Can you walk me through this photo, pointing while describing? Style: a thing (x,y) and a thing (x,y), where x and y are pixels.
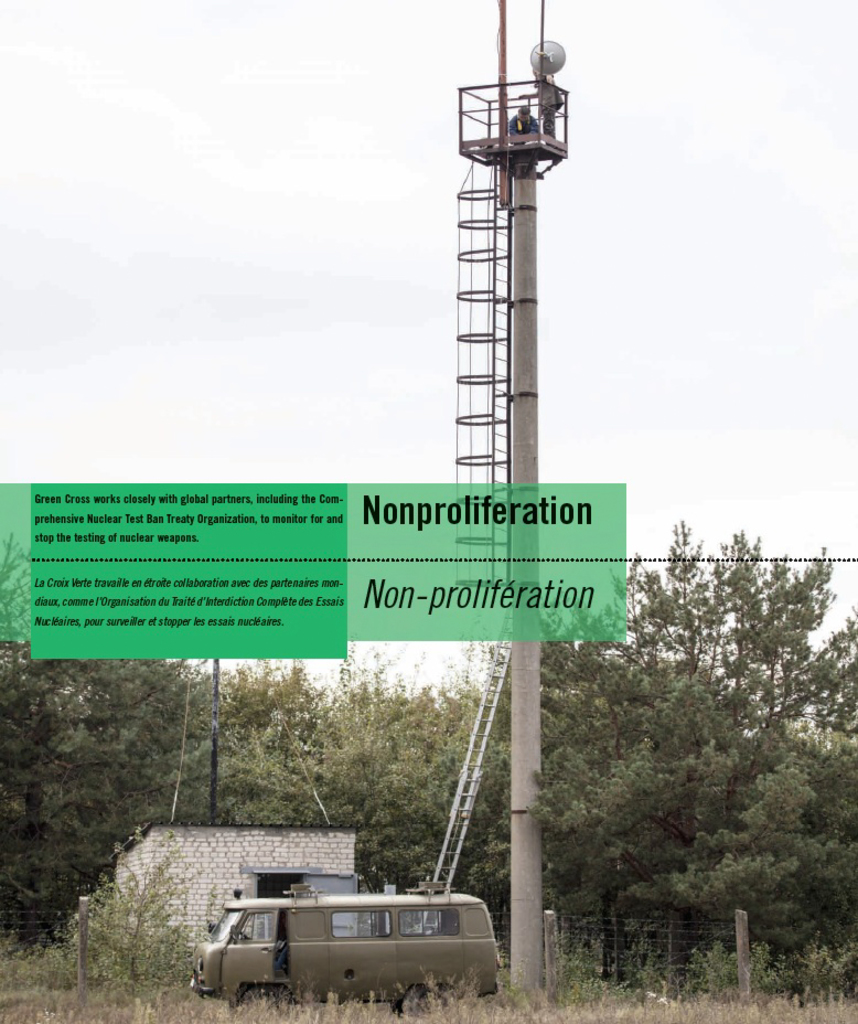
This picture is clicked outside. In the foreground (301,972) we can see a vehicle (318,973), metal rods (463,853), ladder (477,785) and a pole (526,214) and we can see the grass (142,1016), plants (141,924) and trees (297,763) and a shed (195,885) and we can see there are some objects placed on the ground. In the center (554,507) we can see the text (364,507) on the image. In the background (122,203) we can see the sky (390,128). At the top (537,130) we can see the person (522,125) and some other objects (496,156).
